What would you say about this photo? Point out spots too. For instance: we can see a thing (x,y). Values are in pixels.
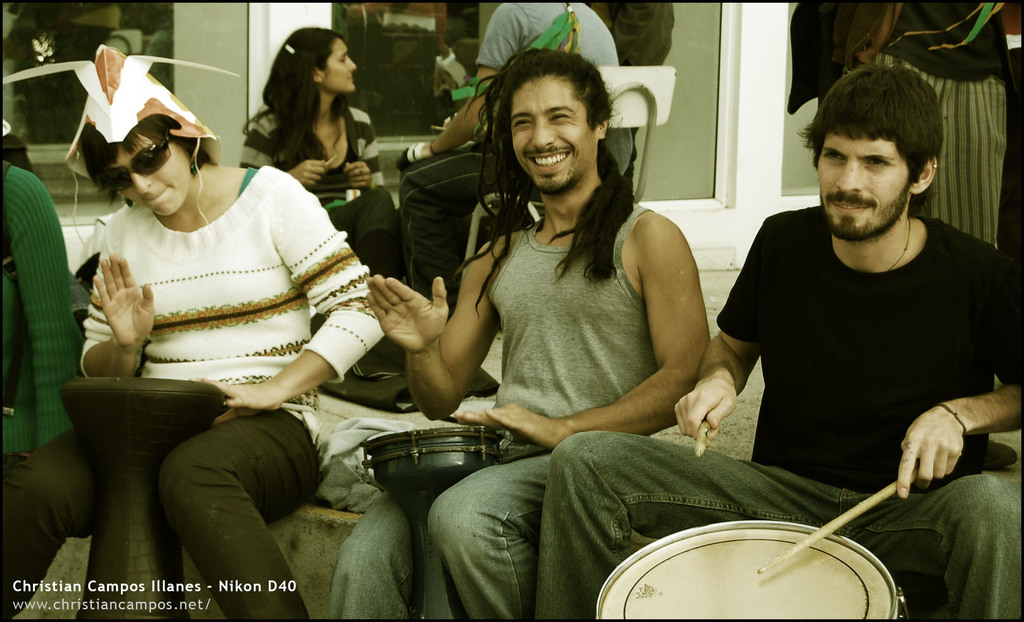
In the picture there are three people (242,313) sitting. First person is playing the drums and second person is smiling and third man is playing the drums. In the background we can find another woman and person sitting on a chairs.
